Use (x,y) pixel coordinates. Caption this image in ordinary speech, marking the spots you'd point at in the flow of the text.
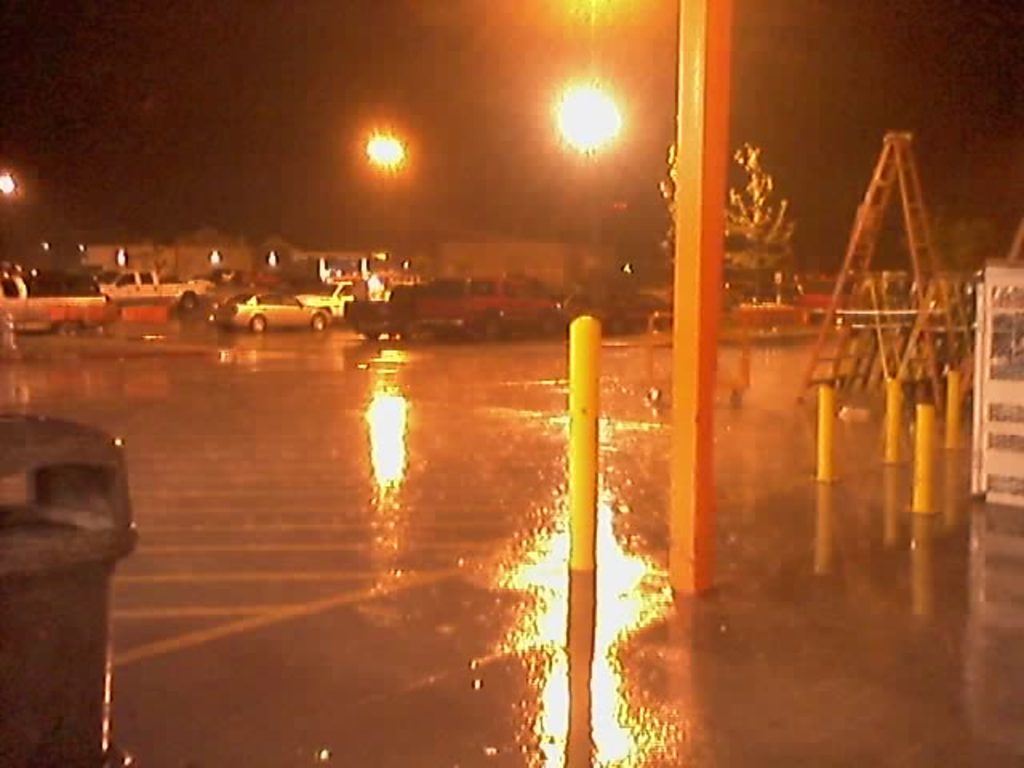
In this image we can see pillars (574,545), cars (107,289) and lights (374,287). to the left side of the image (43,544) one dustbin (45,684) is there and behind the pillar (700,402) one tree (764,253) is present.
